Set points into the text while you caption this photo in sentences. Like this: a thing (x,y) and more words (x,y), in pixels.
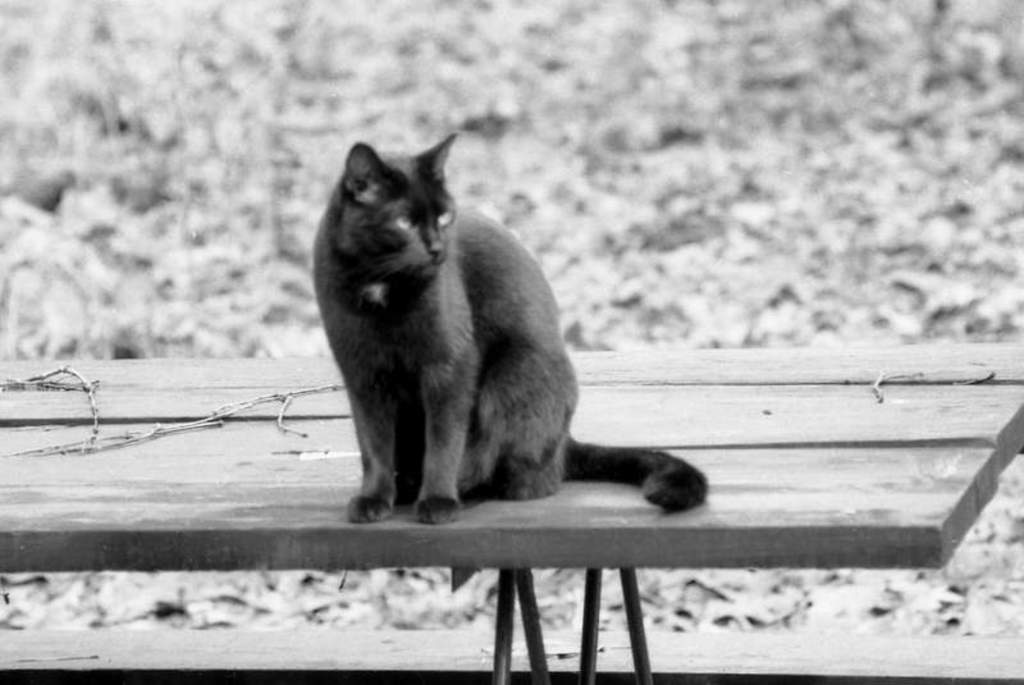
In this image there is a cat (384,404) sitting on a bench (584,508). The background (221,107) is blurry. This is black and white picture.
